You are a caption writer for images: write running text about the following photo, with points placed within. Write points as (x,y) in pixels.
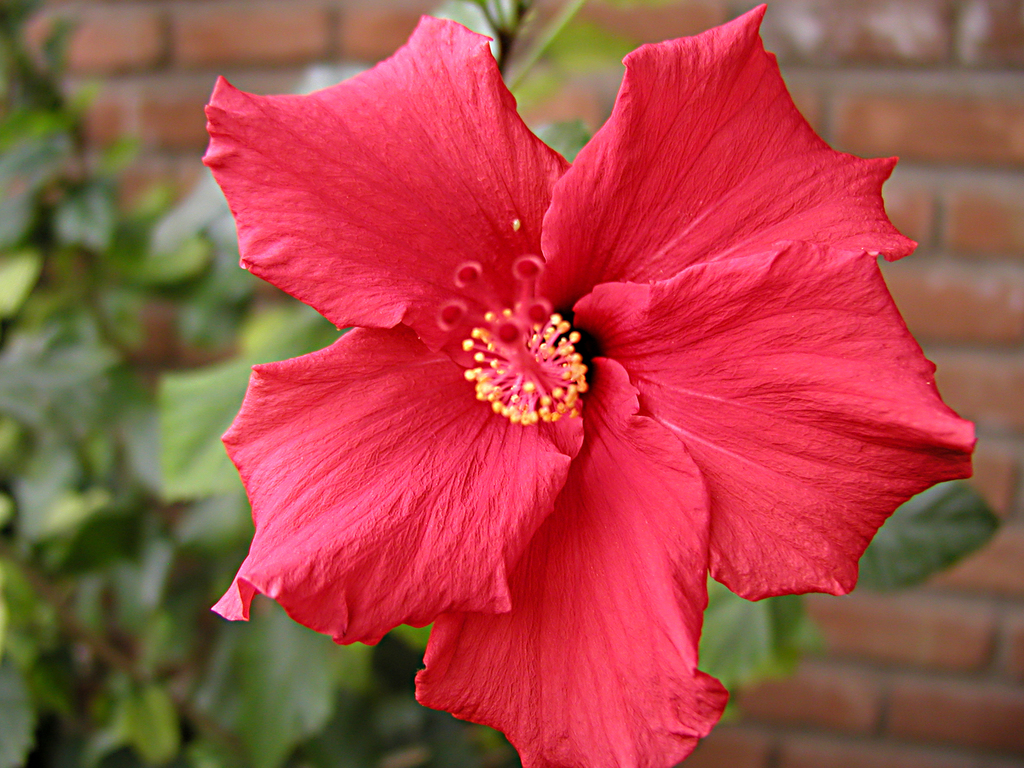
In this picture i can see a flower (562,483). In the background (116,396) i can see plant (119,345) and a brick wall (935,114).
